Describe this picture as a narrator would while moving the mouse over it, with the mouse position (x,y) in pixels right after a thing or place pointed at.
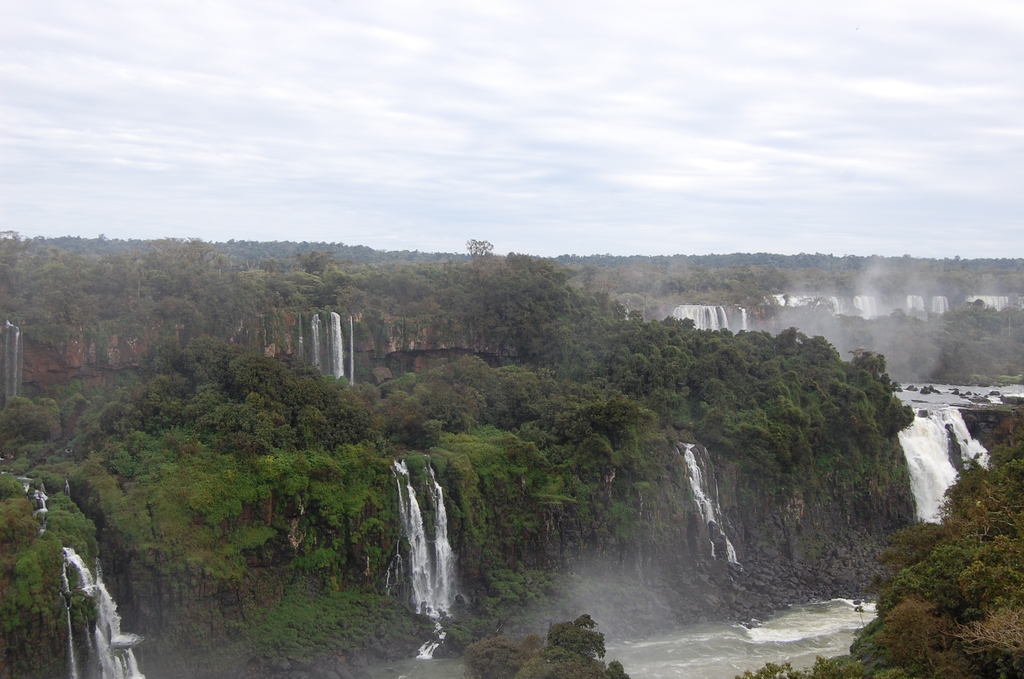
There are some waterfalls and some trees (455,407) on the mountains (857,547) as we can see at the bottom of this image (709,603). There is a sky (607,170) at the top of this image (474,195).
